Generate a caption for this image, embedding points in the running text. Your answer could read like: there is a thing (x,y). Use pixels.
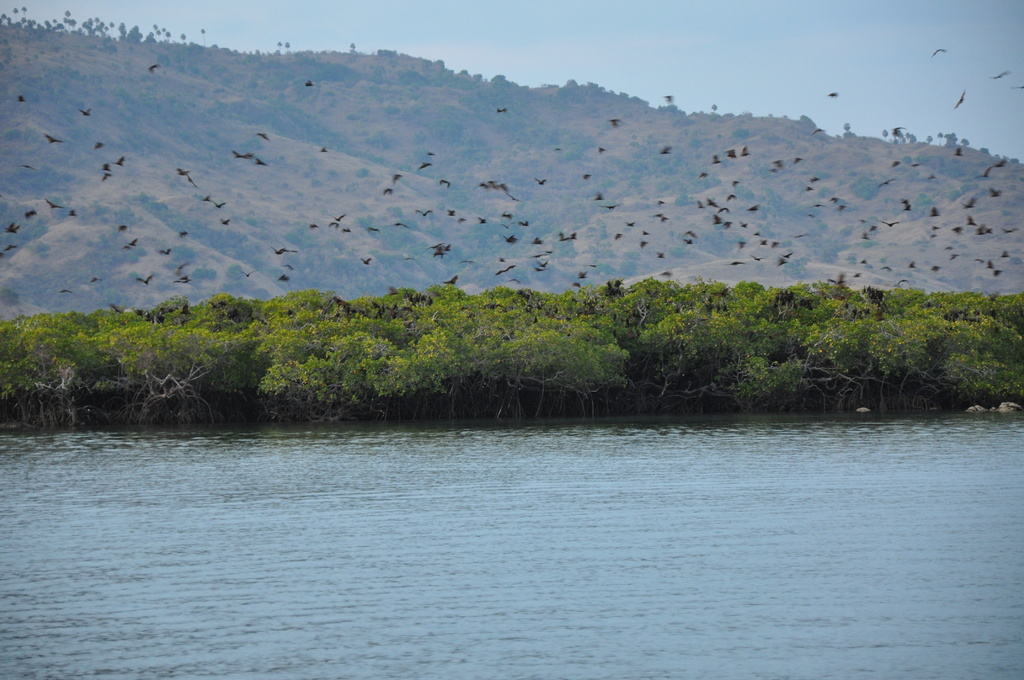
This is an outside view. At the bottom of the image (488,561) I can see the water (217,538). In the middle (402,346), I can see the trees (793,347). In the background (493,102) there is a hill (193,127). Here I can see many birds (717,216) are flying in the air (662,201) and I can see few birds (392,312) on the trees (499,316). On the top of the image (721,44) I can see the sky (758,55).
